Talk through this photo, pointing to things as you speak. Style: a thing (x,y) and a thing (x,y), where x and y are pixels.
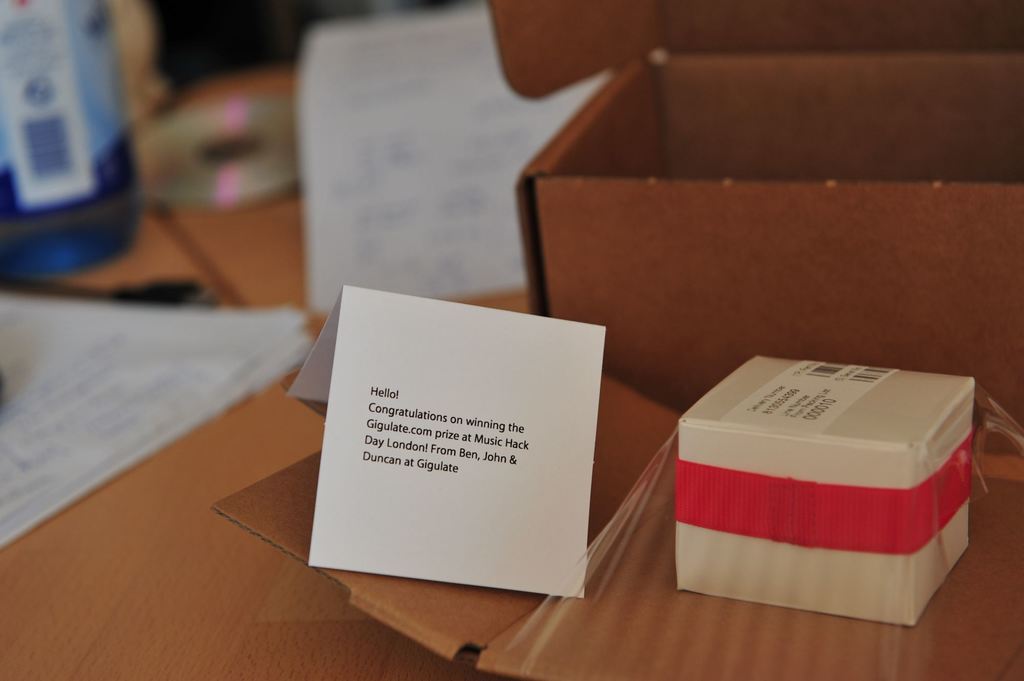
In this image, I can see the papers (486,433), cardboard boxes (978,391), CD disk (268,120) and a water bottle (59,51) are placed on a wooden object (237,534).
